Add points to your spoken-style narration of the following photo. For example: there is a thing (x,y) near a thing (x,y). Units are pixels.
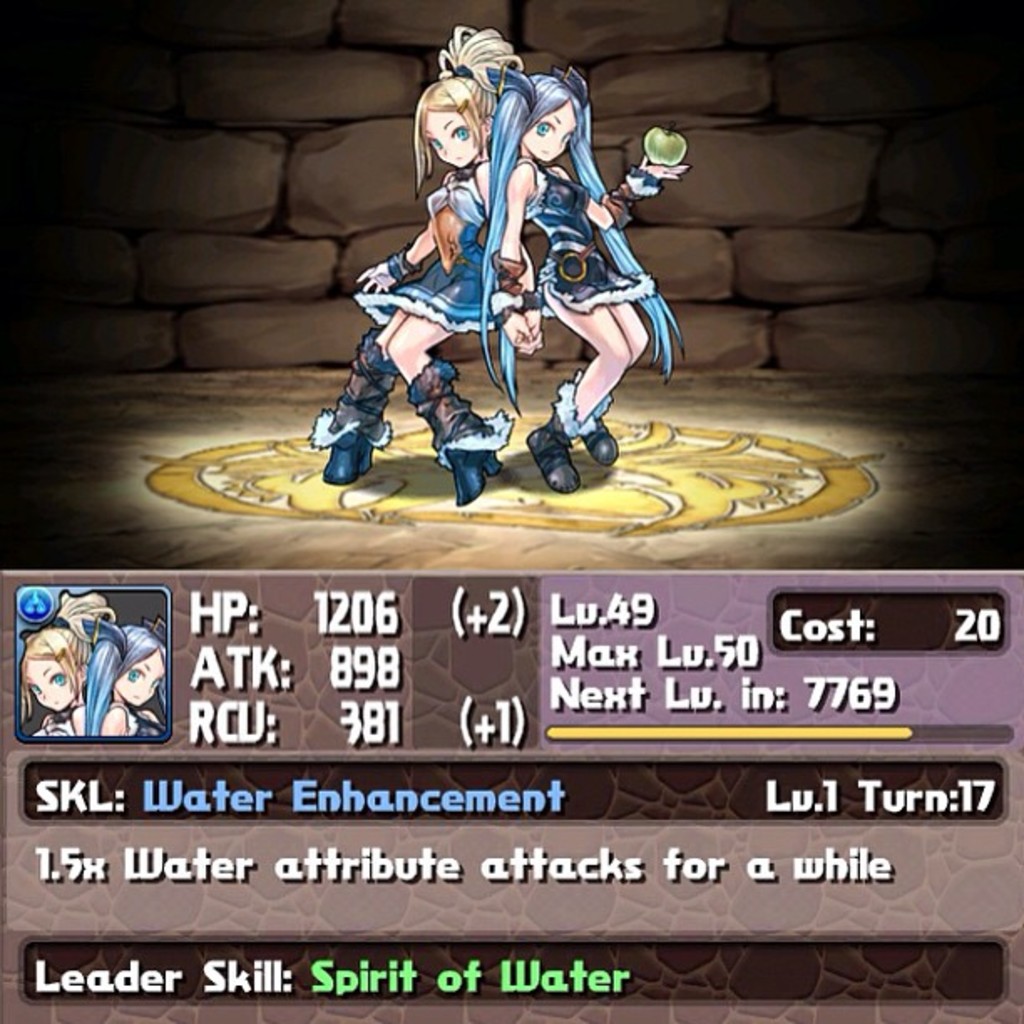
In this image there are two depicted persons (592,287), one person (594,336) is holding an apple (667,140), there is a wall (245,174) behind the person (606,320), there is text (516,789) on the image.
